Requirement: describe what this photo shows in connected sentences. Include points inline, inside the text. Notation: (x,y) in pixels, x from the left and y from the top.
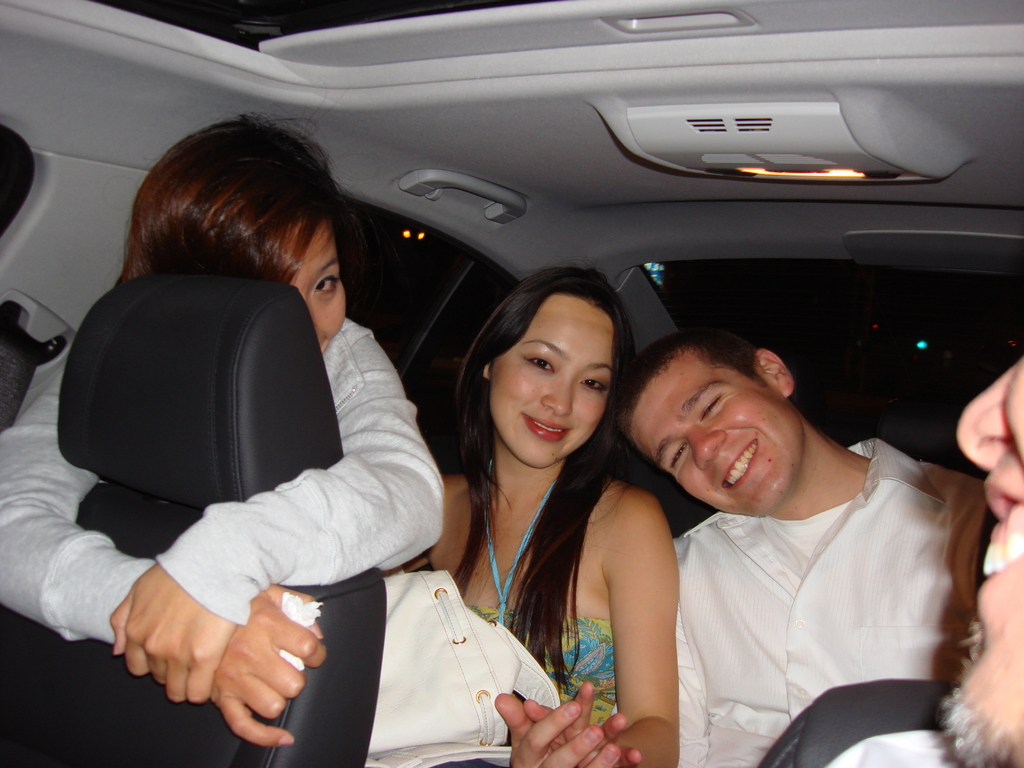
This image is inside a car (198,471). We can see a man (681,441) and woman (494,459) sitting and this person (238,516) is touching a seat (166,308).
